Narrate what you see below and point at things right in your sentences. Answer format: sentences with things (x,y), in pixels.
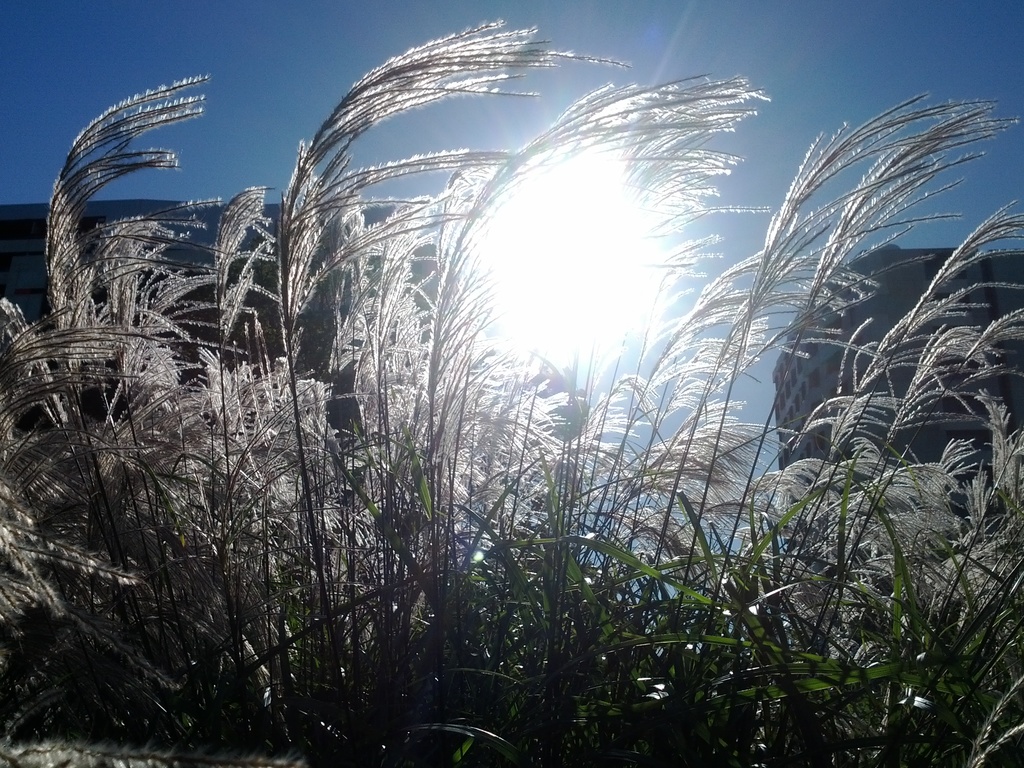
In this image I can see bushes (435,559) in the front (531,446). In the background (816,396) I can see two buildings (931,429), the sun (578,195) and the sky (746,280).
